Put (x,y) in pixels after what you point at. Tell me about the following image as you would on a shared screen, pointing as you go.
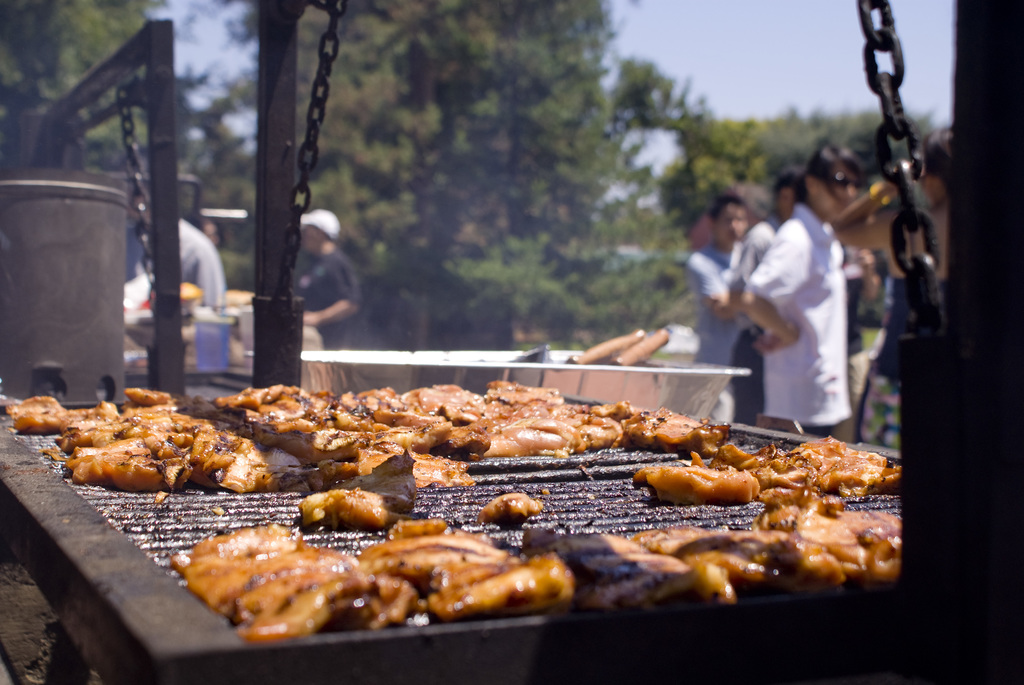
In this image, I can see a food item (279,577) on an iron grill (575,498), which is hanging with the iron chains (327,37) and there is a tray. On the left side of the image (80,342), I can see an object (15,278). There are few people (857,280) standing. In the background (507,208), I can see the trees (736,141) and there is the sky (735,43).
